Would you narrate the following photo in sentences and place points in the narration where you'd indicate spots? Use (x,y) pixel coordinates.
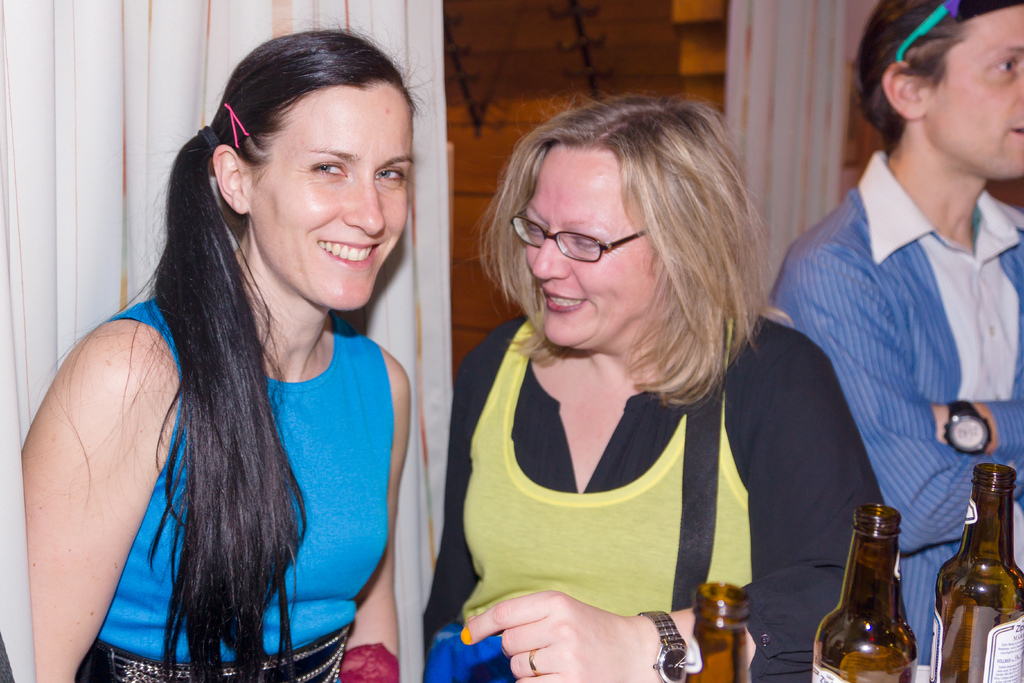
In this picture, we see three people (240,366). Among them two (325,140) are women (671,325) and one man (890,368). On the left corner of this picture (319,427), we can see a woman (318,511) wearing blue t-shirt (359,497) and she is smiling. In middle (517,301), we can see the other woman (600,510) wearing yellow color shirt (568,509) and black color jacket (822,561) and is also smiling and she is wearing spectacles (615,247). She's even wearing watch (662,642) and ring (535,668). She had a nail polish (461,633) into her nails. To the right corner of this picture (917,241), we can see the man (919,319) wearing blue shirt (876,317), blue and white shirt (942,347) is wearing a watch (982,430) and also goggles (909,35) which are black green in color. In front (732,655) we can see three beer bottles (957,638) and behind these people (905,415) we can see white color curtains (438,69) and wall (492,67).
